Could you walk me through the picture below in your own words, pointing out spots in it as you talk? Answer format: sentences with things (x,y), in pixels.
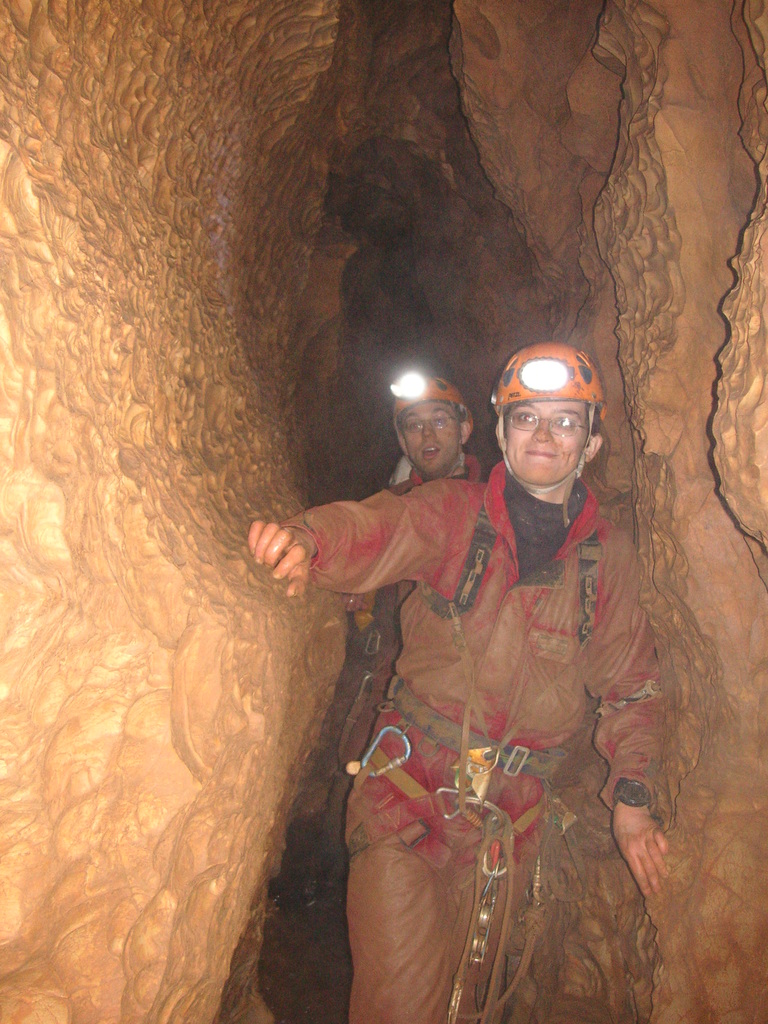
This picture might be taken inside the cave (673,670). In this image, in the middle (494,632), we can see two men (488,552) are wearing orange color helmet (548,393) with light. On the right side (593,739) and left side (222,421), we can see some rocks (659,367).
